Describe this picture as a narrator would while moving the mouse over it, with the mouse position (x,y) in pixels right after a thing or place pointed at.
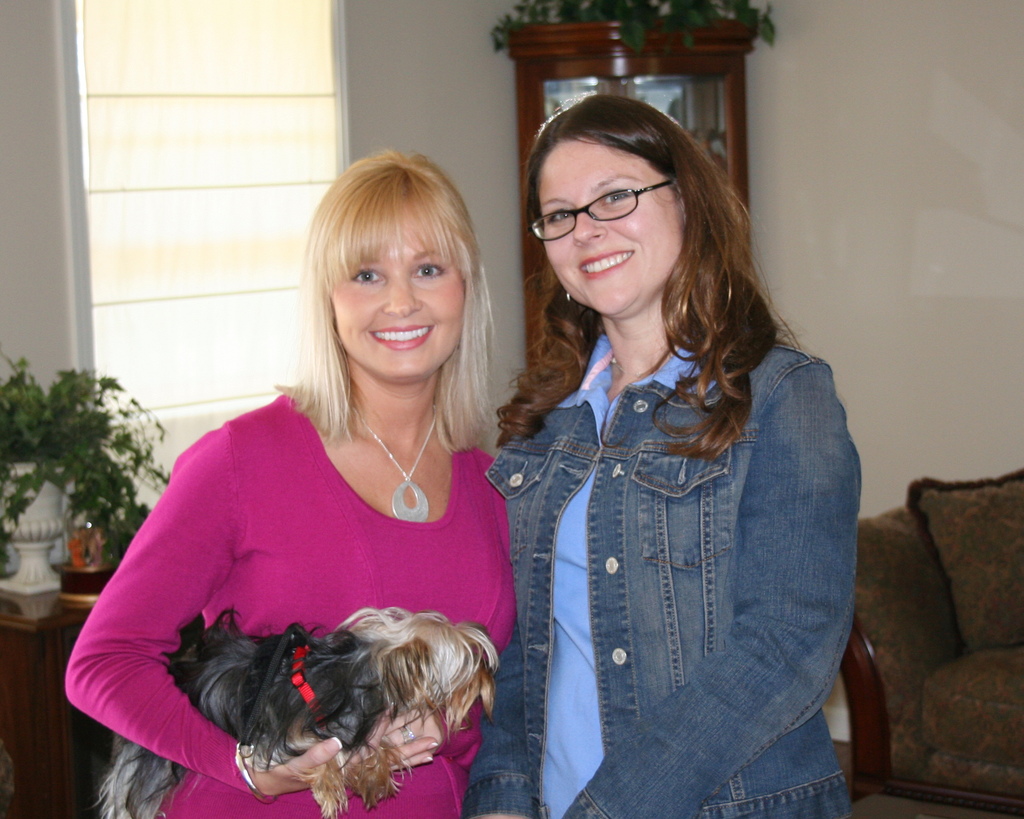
In the picture, there are two woman (622,526) posing for a photo both of them are laughing the woman (450,583) wearing pink dress (376,559) to the left (306,677) she is holding a dog (302,741) in her hand (267,779), behind that there is a table (52,598) and on the table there is a plant (33,514), to the right side (1005,646) to the wall (920,463) there is a sofa (988,651) to the left side of the sofa (989,667) there is a cupboard (736,65), in the background (933,106) there is a white color wall (894,110) and a window (248,106).
